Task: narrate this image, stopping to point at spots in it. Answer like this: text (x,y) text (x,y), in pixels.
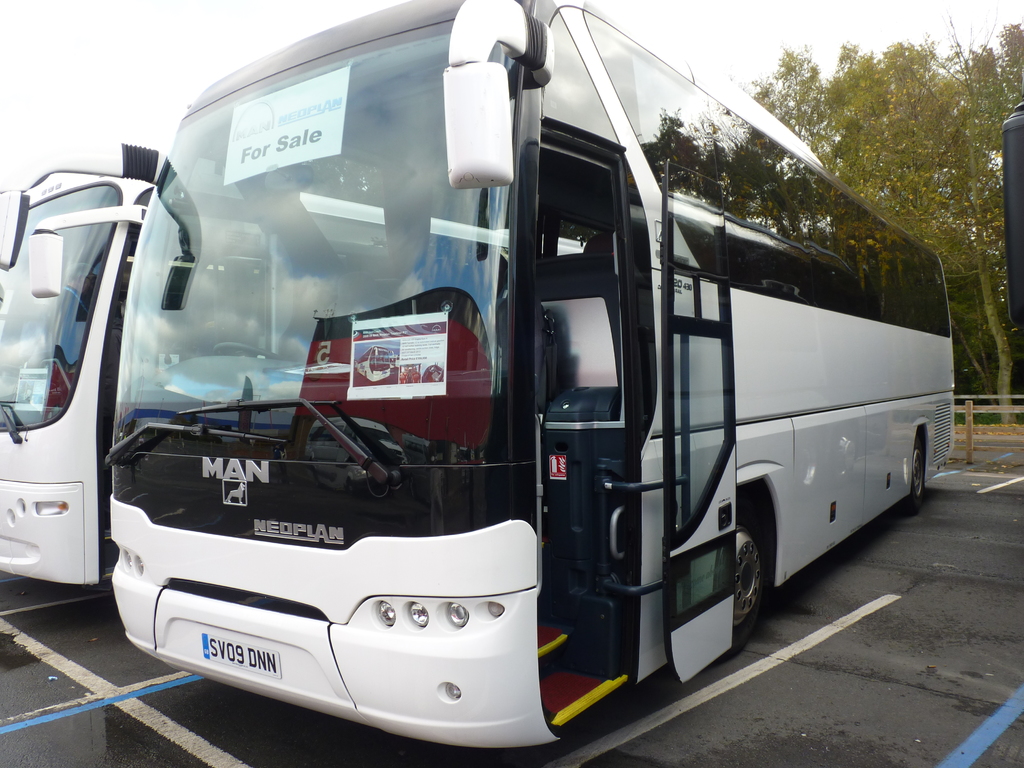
In the image we can see there are buses (419,501) parked on the road (806,635) and behind there are trees (965,171).
